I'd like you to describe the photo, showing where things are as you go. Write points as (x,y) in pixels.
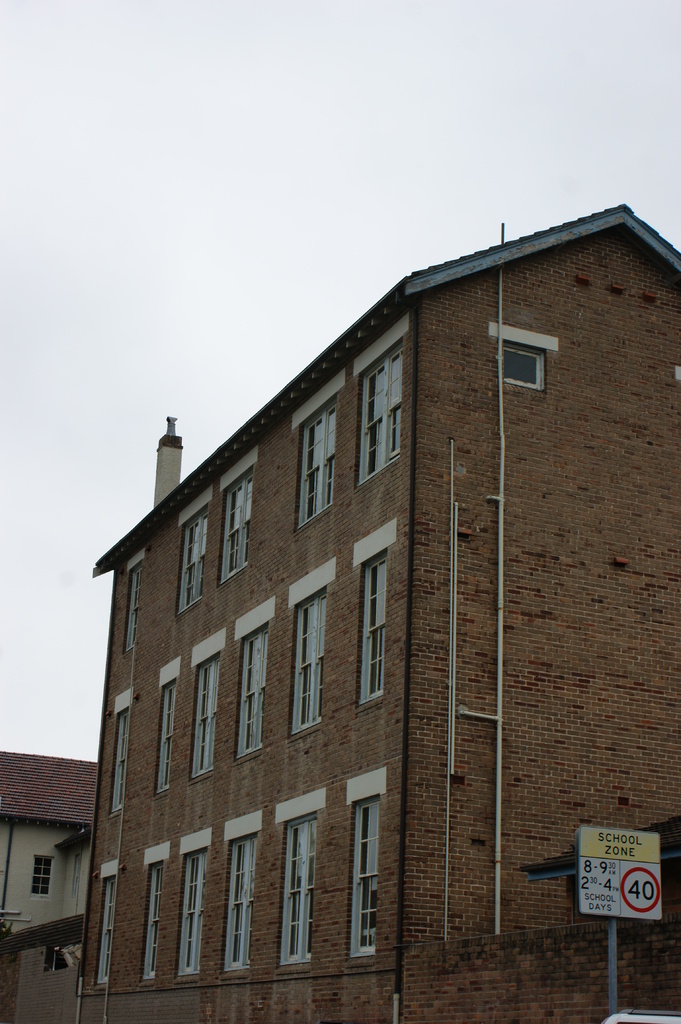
In this image there are buildings (371,623). In the background (244,173) there is the sky (340,162).
